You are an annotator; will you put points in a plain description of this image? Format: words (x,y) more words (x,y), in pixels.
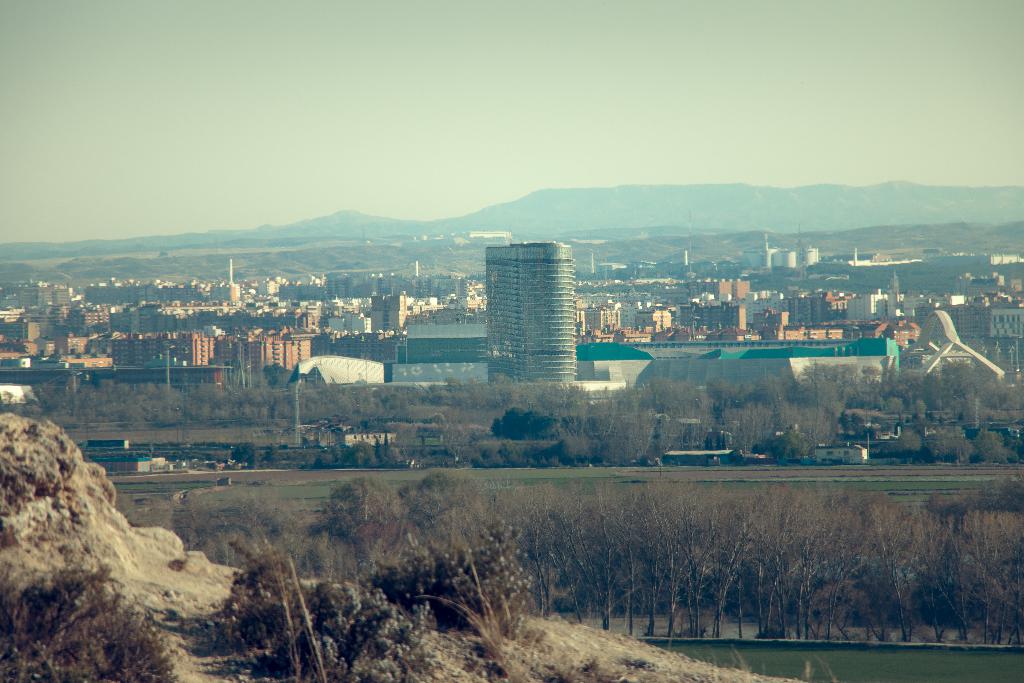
In this image we can see buildings (535,270), poles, trees (497,452), plants (436,563), grass (954,657), and the mud (461,641), also we can see the sky (566,106).
